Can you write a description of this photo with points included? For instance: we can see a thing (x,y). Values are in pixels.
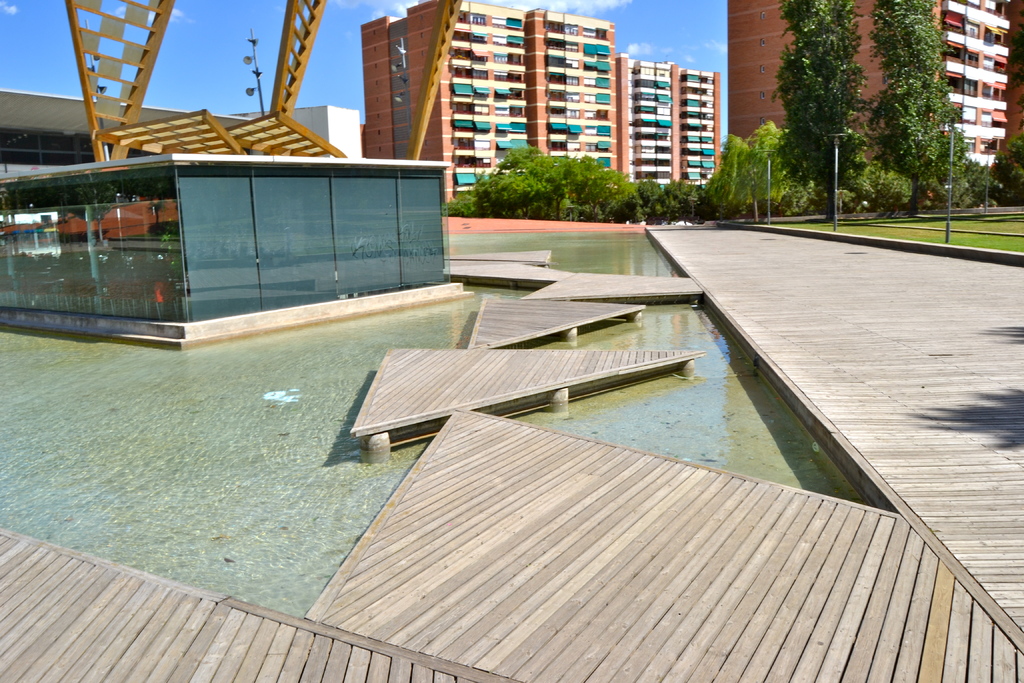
In this image I can see few buildings (369,124), trees (791,133), poles (769,171), glass house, tree (787,10), sky (180,88) and few wooden-paths (958,453).
